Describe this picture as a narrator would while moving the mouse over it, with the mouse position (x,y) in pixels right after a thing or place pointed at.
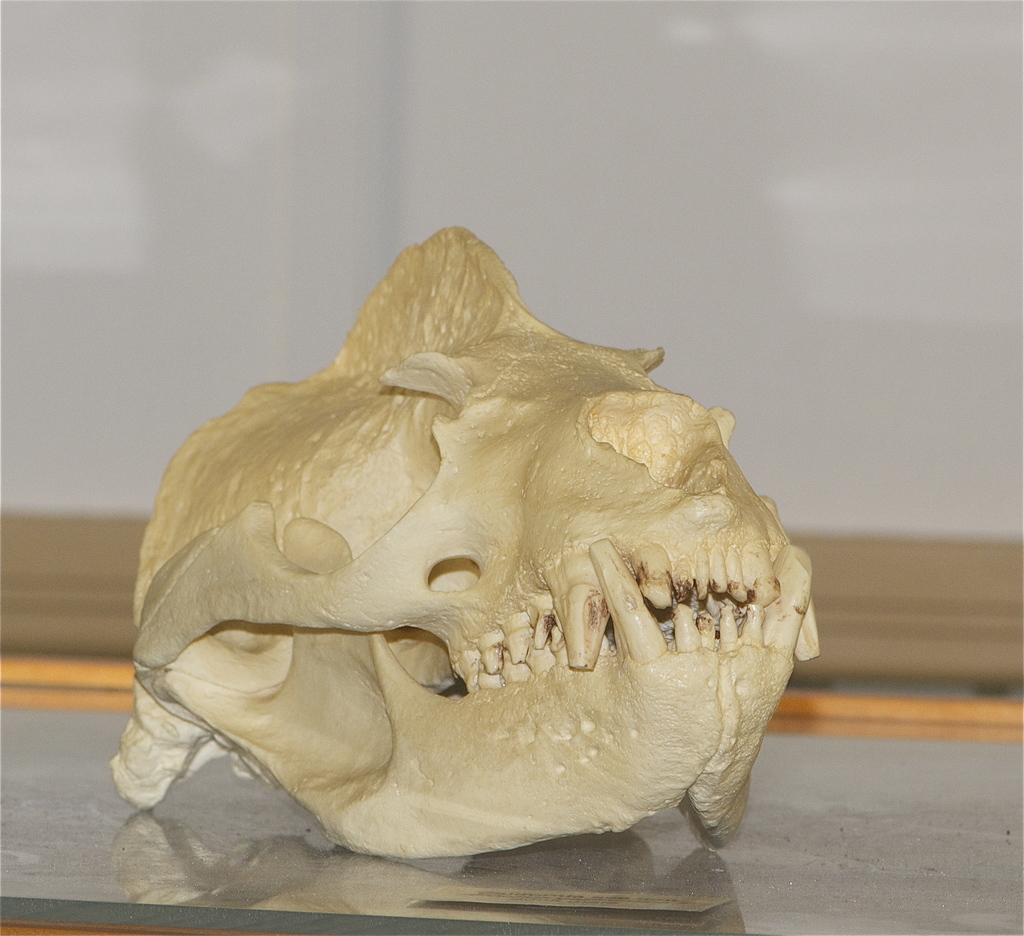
In this picture we can see a skull (610,804) on a glass platform (997,879) and in the background (58,591) we can see wall (795,442).
